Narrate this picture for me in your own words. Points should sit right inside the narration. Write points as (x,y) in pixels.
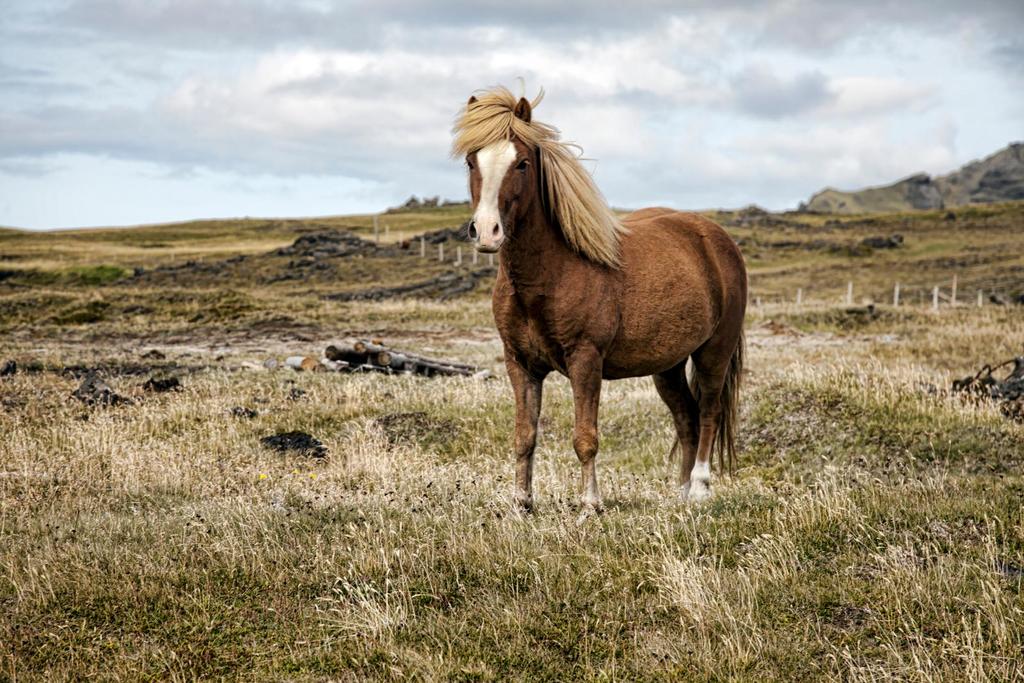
In this picture we can see a horse (712,242) standing on the grass (319,433). There are a few wooden logs (353,365), poles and hills (884,211) are visible in the background (301,250). Sky (239,207) is cloudy.
